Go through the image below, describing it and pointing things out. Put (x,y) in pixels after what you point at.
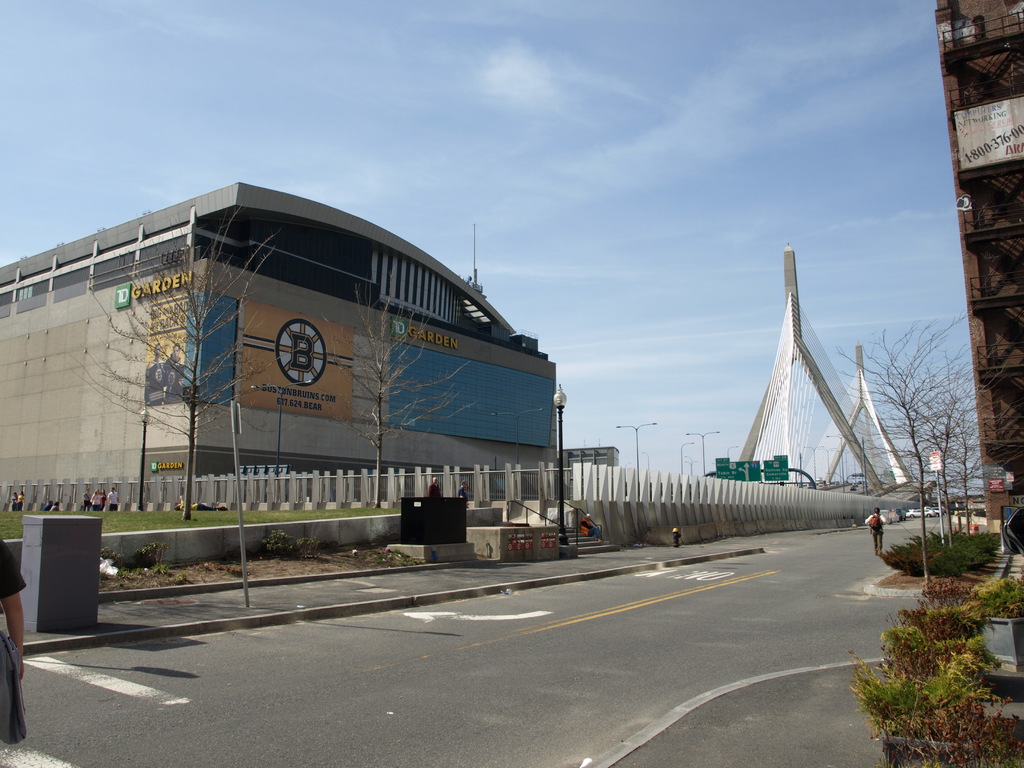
In this image we can see a building (219,313) and some text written on it, some people (216,509) in front of the building (385,466), a road (541,641) and a person (877,552) walking on the road (895,600), there are some trees (924,569) and plants (956,540), sign boards (738,474) and street lights (636,438) and a sky (745,206).
